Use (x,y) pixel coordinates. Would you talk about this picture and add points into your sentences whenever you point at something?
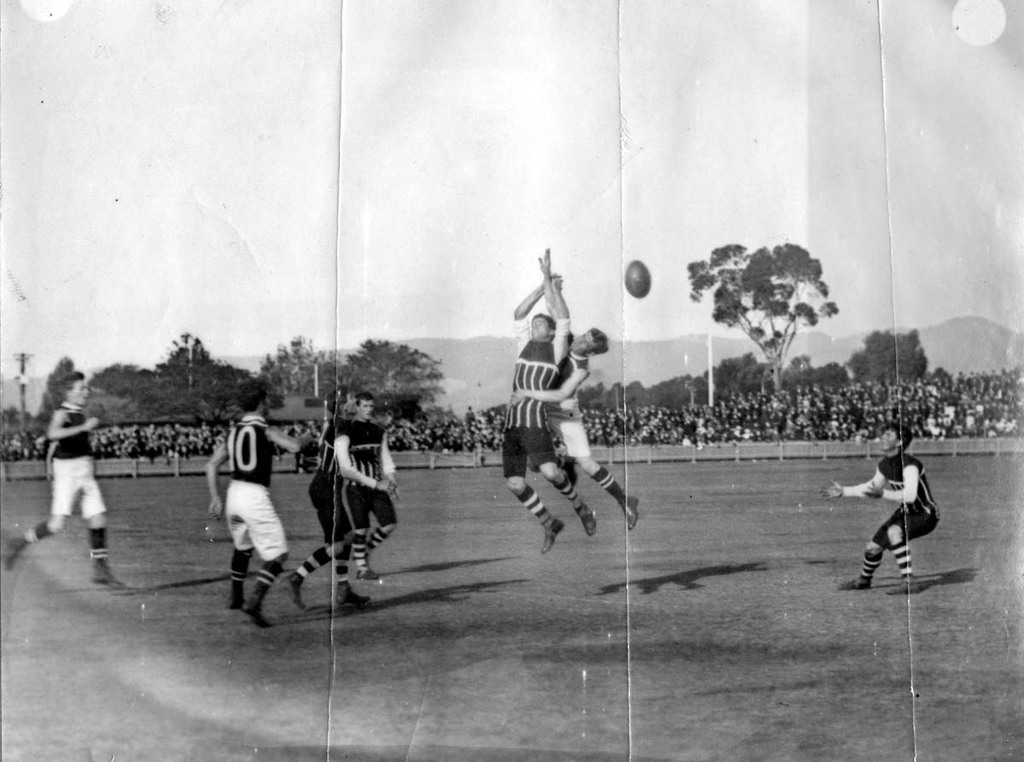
In this picture I can see the players (72,380) who are playing the football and they are wearing different dresses (320,501). In the background (1014,429) I can see the audience (611,426) were watching the game. Beside them I can see the fencing (655,448). Behind the audience (850,387) I can see the mountains (855,337) and trees (798,309). At the top (564,140) there is a sky (470,112).
